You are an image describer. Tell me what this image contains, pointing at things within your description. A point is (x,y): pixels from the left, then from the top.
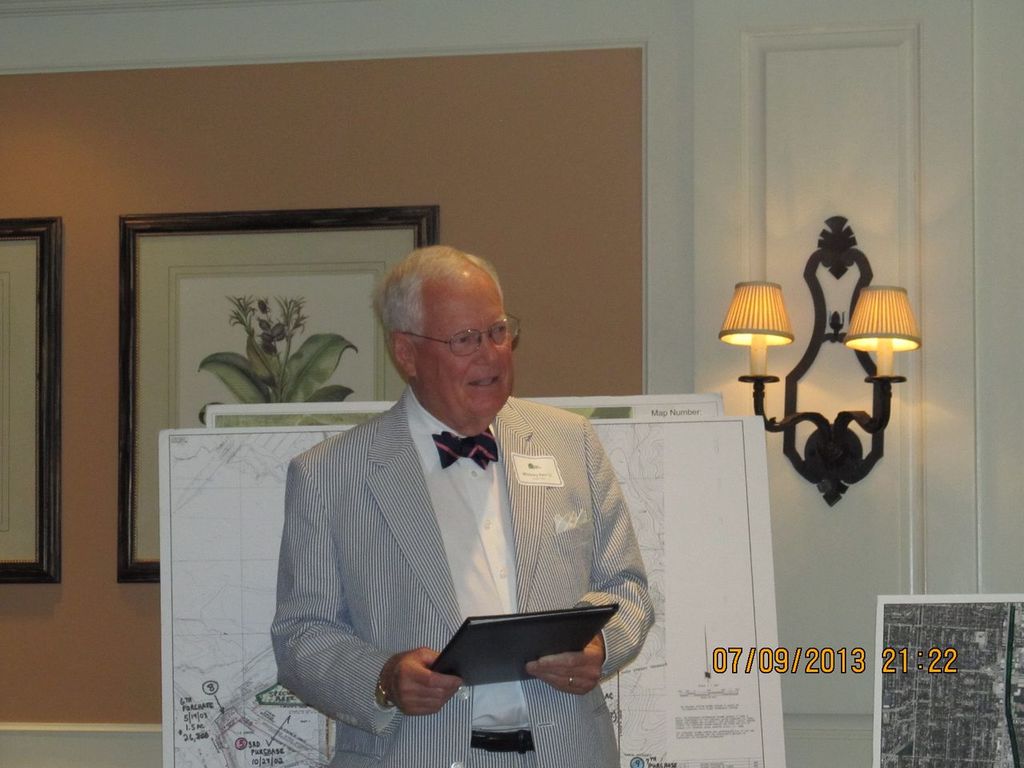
In this picture we can see a person (386,515) holding a book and in the background (703,529) we can see a wall (503,122), posters (658,489), photo frames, lights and an object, in the bottom right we can see some numbers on it.
